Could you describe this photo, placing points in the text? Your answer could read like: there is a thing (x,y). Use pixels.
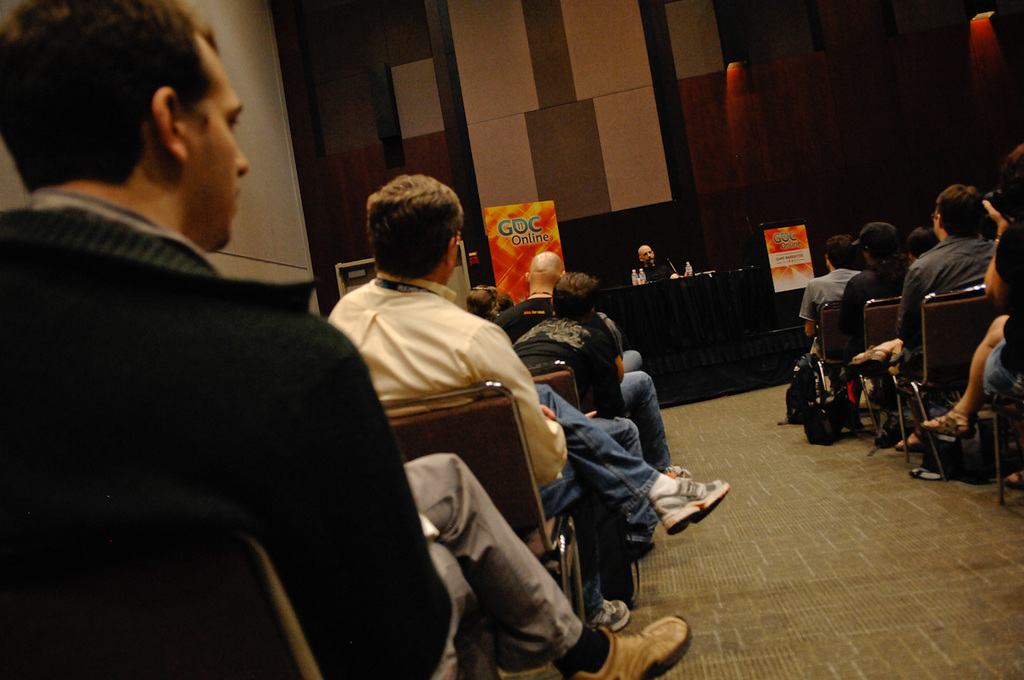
In this image, we can see people (309,370) sitting on the chairs (508,426) and in the background (622,257), there is a stage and we can see a person (641,262) sitting and there are some bottles (638,274) on the table (680,308), we can see some boards (554,216) and there is a wall (675,50).
